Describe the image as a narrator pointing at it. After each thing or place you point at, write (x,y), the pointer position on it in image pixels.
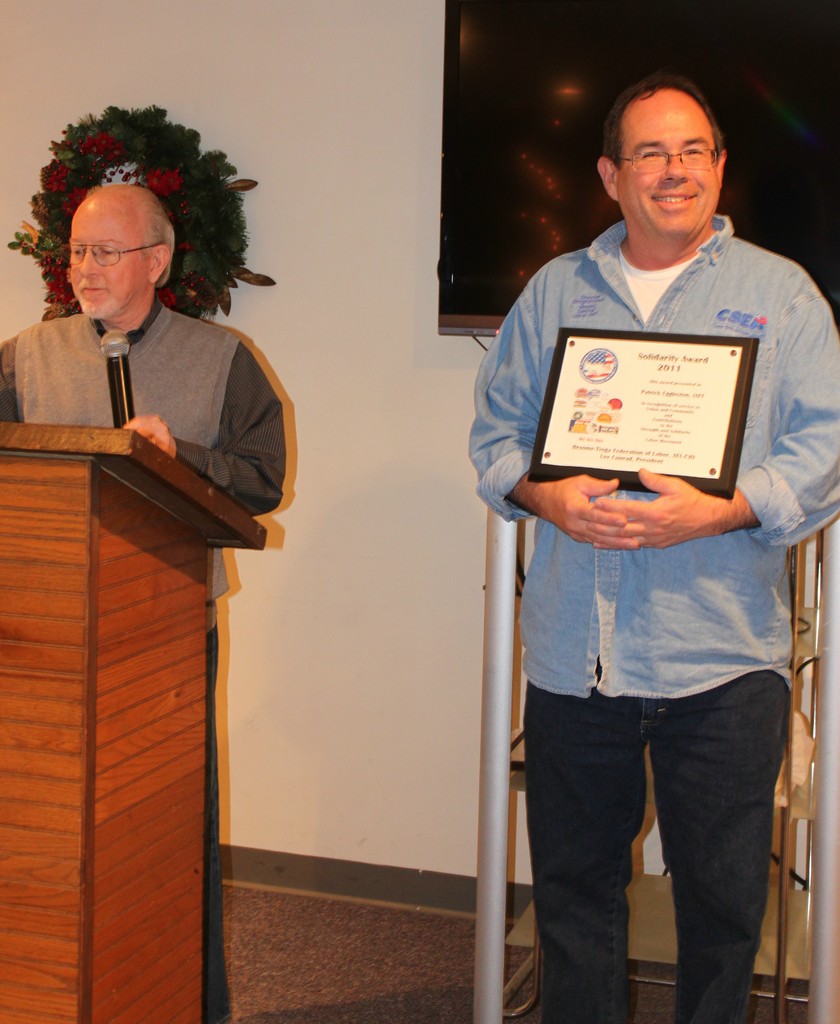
In this image I can see two persons (749,555) standing. The person (726,559) at right (718,566) is wearing blue shirt (687,635), black pant (707,833) and the person (689,264) is holding a frame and the person (205,431) at left (222,437) is standing in front of the podium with a microphone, background (538,167) I can see few flowers (175,275) in red color and a television (509,136) attached to the wall (344,135) and the wall (351,409) is white color.
